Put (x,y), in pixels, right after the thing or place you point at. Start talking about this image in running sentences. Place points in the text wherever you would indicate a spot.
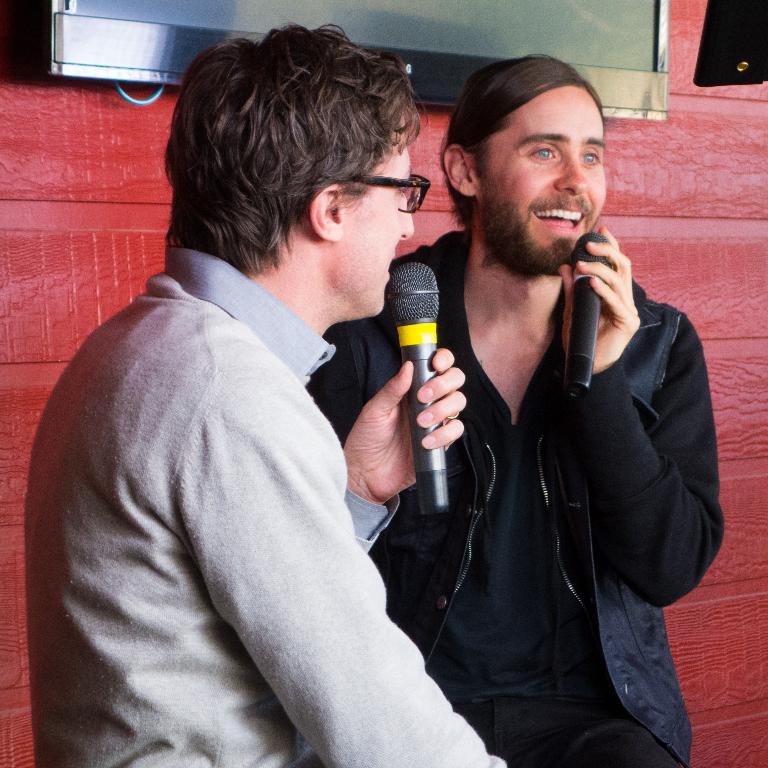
In this image there are two man (382,585). In the right (544,585) there is a man (540,591) he wear black jacket (619,566) he is smiling. In the left (183,657) there is a man (254,523) he hold a mic (412,349). In the background (435,44) there is a TV (647,81) and wall (671,209).
